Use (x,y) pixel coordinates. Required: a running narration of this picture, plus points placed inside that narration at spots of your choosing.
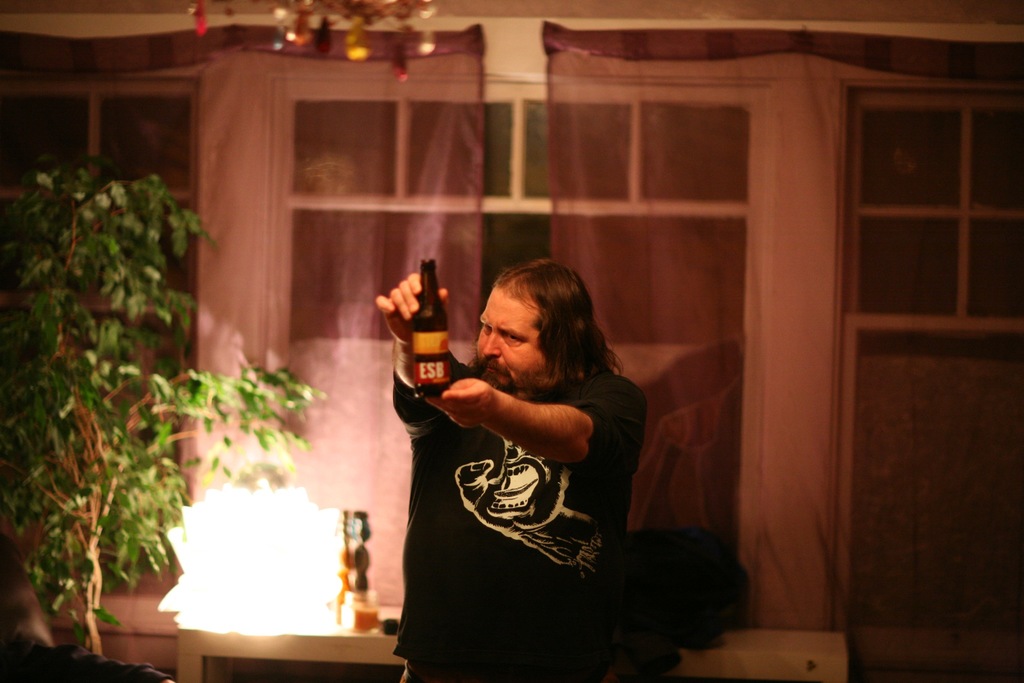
In this image there is a person (526,458) holding the bottle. Behind him there is a table (346,641). On top of it there are a few objects (294,611). On the left side of the image (83,218) there is a plant (126,296). In the background of the image (29,168) there are glass windows (634,224). There are curtains (559,143). On top of the image (362,19) there is a decorative item (427,51).
